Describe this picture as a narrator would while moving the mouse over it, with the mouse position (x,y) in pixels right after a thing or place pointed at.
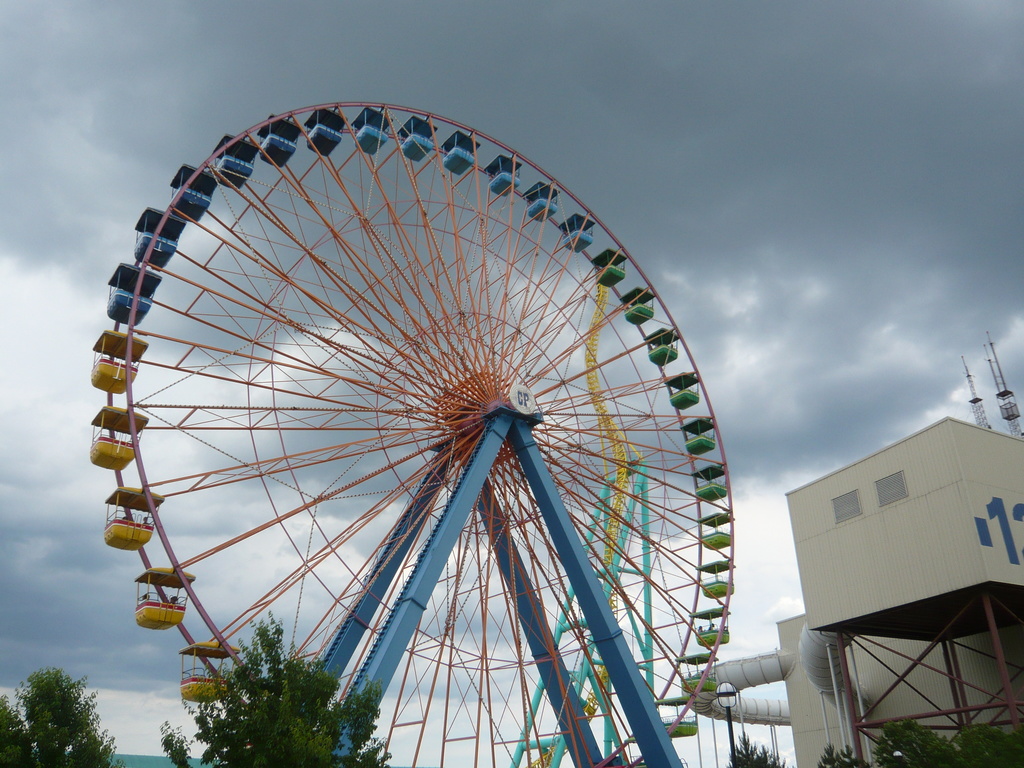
In this image, we can see a Ferris wheel (618,263). There are branches (253,729) in the bottom left of the image (295,724). There is a building (950,626) in the bottom right of the image (916,650). In the background of the image (852,202), there is a sky (628,101).
